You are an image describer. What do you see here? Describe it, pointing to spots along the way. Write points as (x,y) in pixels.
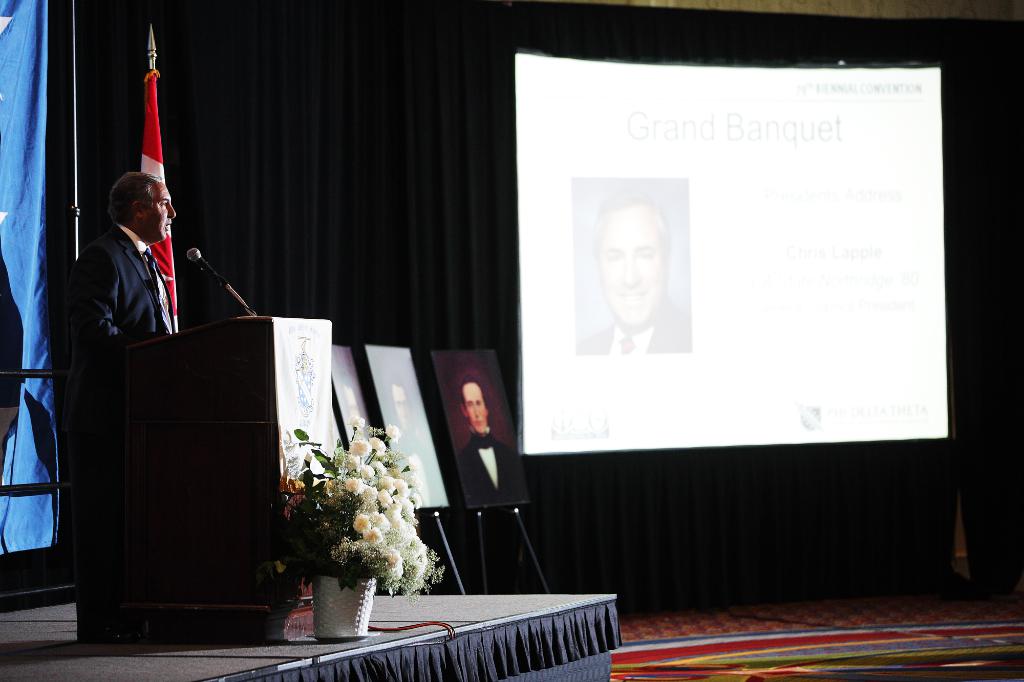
In this image there is one person (82,402) standing at left side of this image (156,314) is wearing blazer (135,298) and there is a flag (149,115) behind to him, and there is a curtain (43,264) at left side of this image (37,224) which is in blue color and there is a flower pot (342,564) at bottom of this image (375,503) and there are some paintings (515,452) as we can see in this image in middle (411,439), and there is a screen (539,192) at right side of this image (741,336) and there is a curtain (1000,363) in the background (654,552) and there is a stage (36,642) at left side of this image (61,619) and there is a Mic (249,313) at top left side of this image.
